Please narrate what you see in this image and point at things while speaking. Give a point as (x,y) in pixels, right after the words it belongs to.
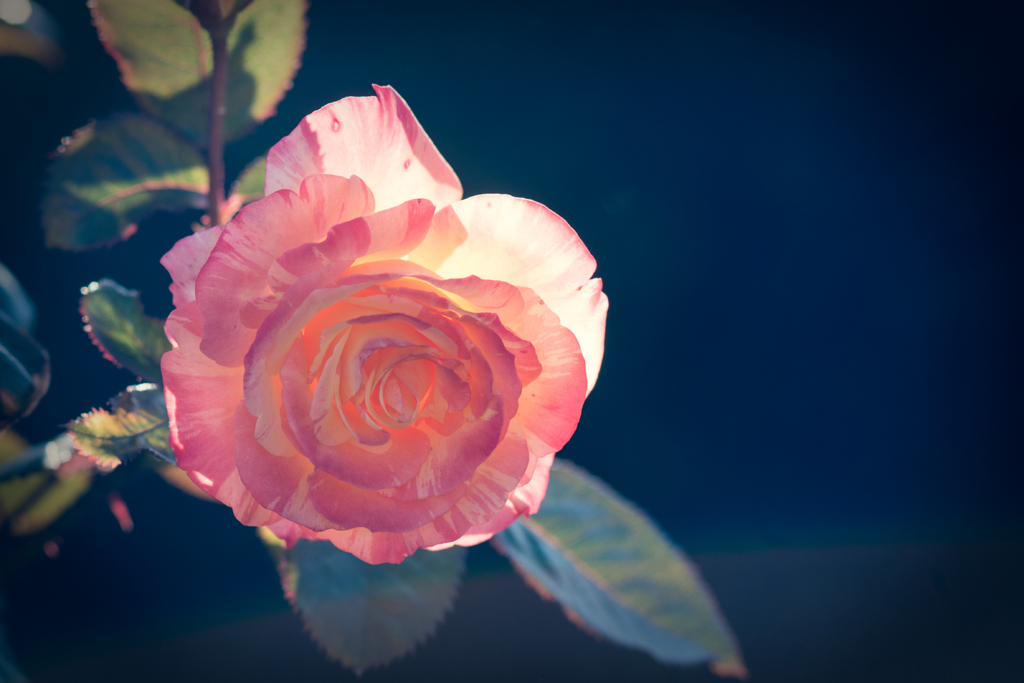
In the center of the image (406,277) we can see flower (315,310) to the plant (105,150).
